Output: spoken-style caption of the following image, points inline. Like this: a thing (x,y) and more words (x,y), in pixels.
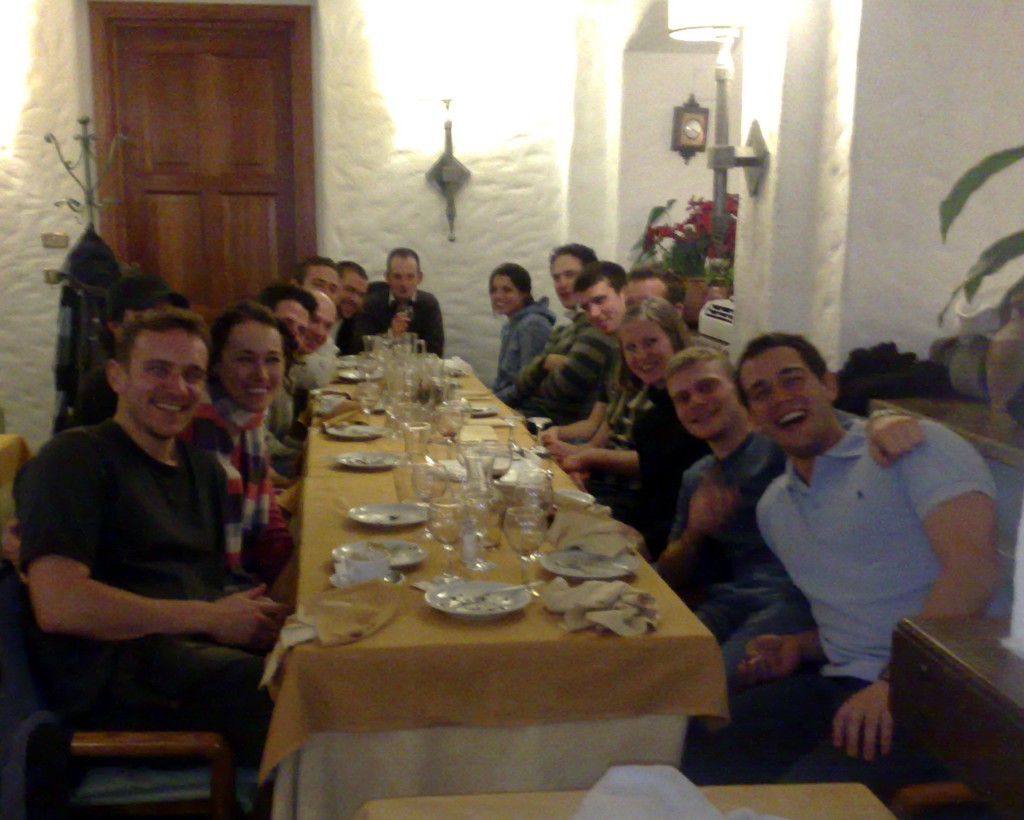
In this image i can see number of people (566,322) sitting on chairs (155,755) around the dining table (560,668), on the dining table (517,679) I can see few clothes (581,616), few plates (477,596), few cups (377,568), few wine glasses (459,541), few bottles (421,396) and few bowls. In the background (112,237) I can see few plants (689,260), the wall (906,144), the lamp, a cloth hanger (94,319) and the door (191,157).
